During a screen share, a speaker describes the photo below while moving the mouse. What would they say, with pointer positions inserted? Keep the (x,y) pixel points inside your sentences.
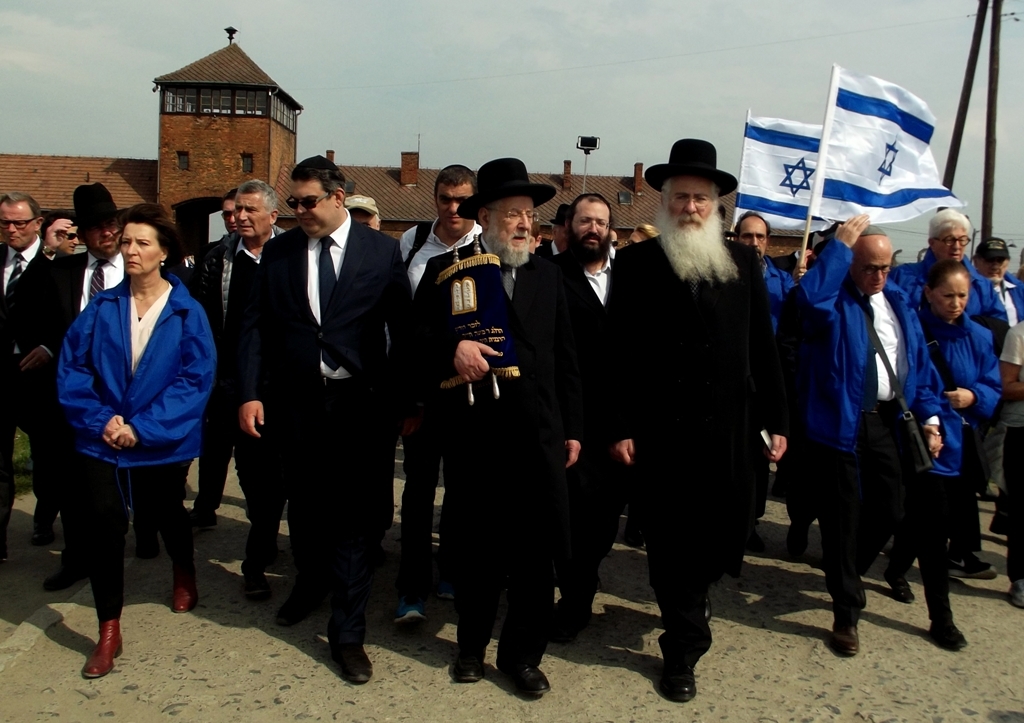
In this image there are group of people (603,400) walking on the road (817,627). On the right side (870,299) there are few people (802,264) who are holding the flags (803,174). In the background (284,163) there is a building (154,179).
